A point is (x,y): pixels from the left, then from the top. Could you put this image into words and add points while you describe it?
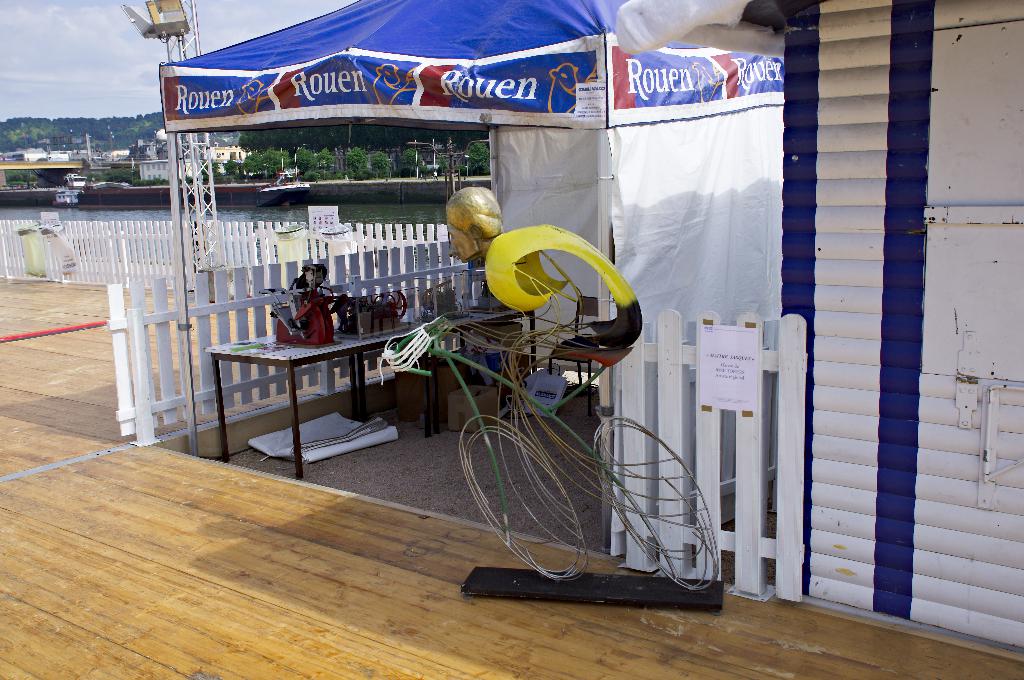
In this image there is a statue (674,606) on the wooden floor (410,594). Left side (280,346) there is a table (294,350) having few objects (278,310) are on it. The table (308,347) is under the tent (315,82). Left side (100,231) there is a fence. Behind there is a water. Beside there is a wall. Left side (109,123) there are few buildings (59,157) and trees (99,140). Left top there is sky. Right side (1004,500) house (832,491). Beside there is a fence (686,355) having a poster (706,370) attached to it.
